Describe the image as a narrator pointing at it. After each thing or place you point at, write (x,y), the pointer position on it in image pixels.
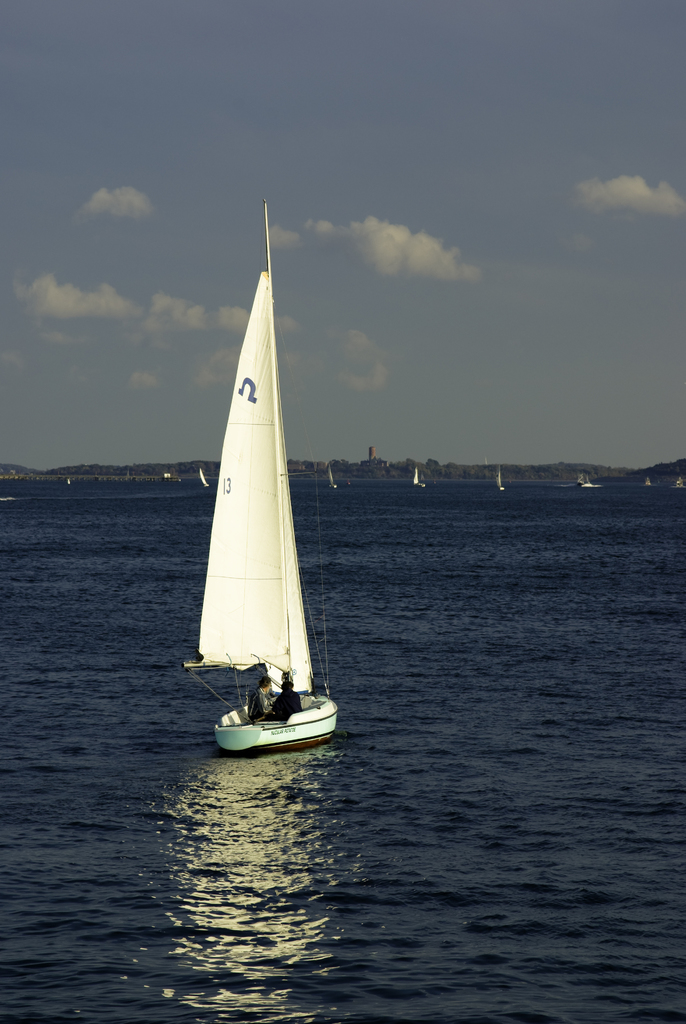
In the image there is a boat (288,490) sailing on the water (332,667) in the foreground (297,702) and there are two people (266,709) in the boat (228,598), in the background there are some other boats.
